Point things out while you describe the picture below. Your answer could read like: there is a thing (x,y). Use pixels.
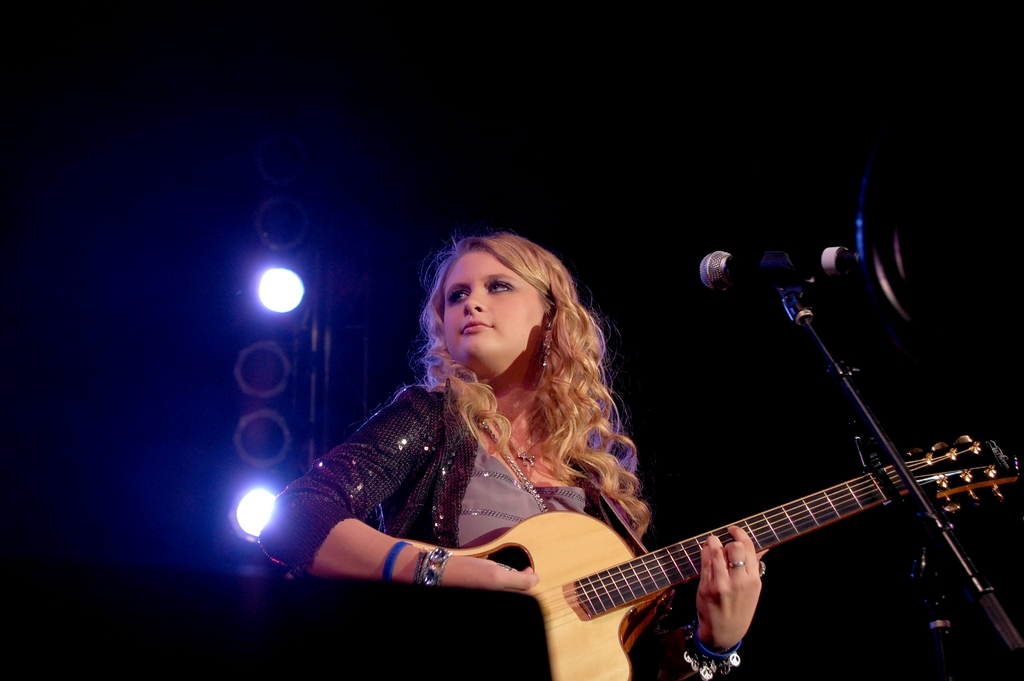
I can see in this image a woman (492,479) is playing a guitar (496,553) in front of a microphone (817,257), on the left side (275,306) I can see stage lights (256,356).
